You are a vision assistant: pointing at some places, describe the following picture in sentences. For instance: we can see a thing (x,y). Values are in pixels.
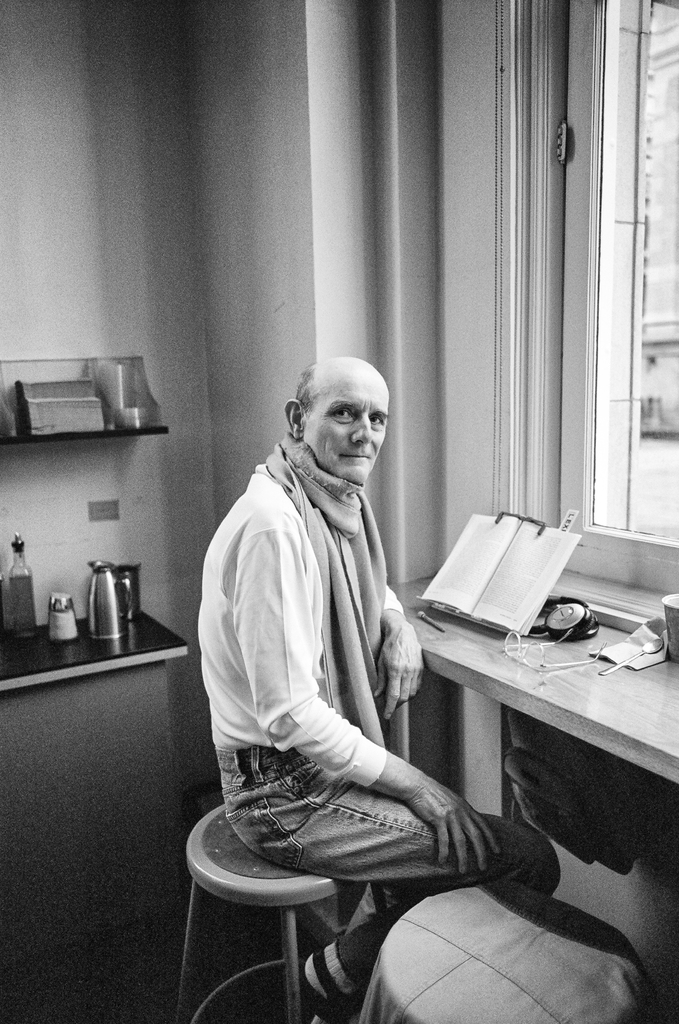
This image consists of a man (320,604) sitting on a stool (243,864). He is wearing a white shirt (276,634) and a blue jeans (369,830). In front of him, there is a book (511,608) kept on the desk (450,625). On the right (606,278), there is a window (566,220). On the left (78,680), there is a desk (139,655) on which a mug (104,617) and a bottle (33,596) are kept. In the background (296,225), there is a wall (241,239).
